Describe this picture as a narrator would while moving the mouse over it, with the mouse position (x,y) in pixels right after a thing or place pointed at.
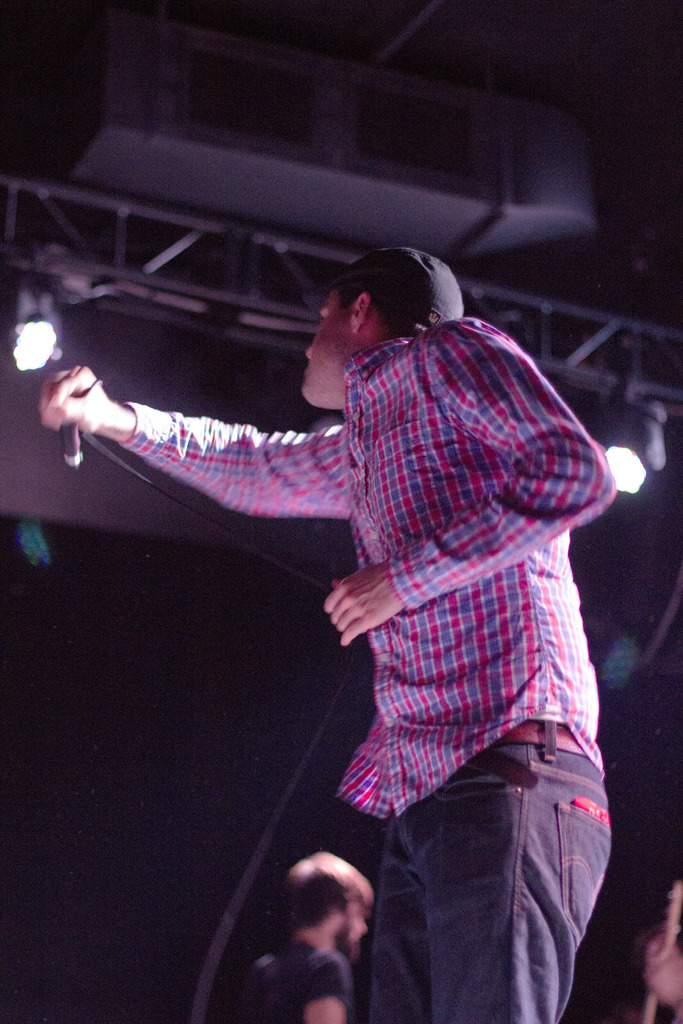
In this image I can see a person (49,400) standing and holding some object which is in black color and the person (374,500) is wearing red and blue color shirt (448,500) and gray color pant (578,888). Background (614,440) I can see few other persons (315,1006) standing and few lights (635,462).
